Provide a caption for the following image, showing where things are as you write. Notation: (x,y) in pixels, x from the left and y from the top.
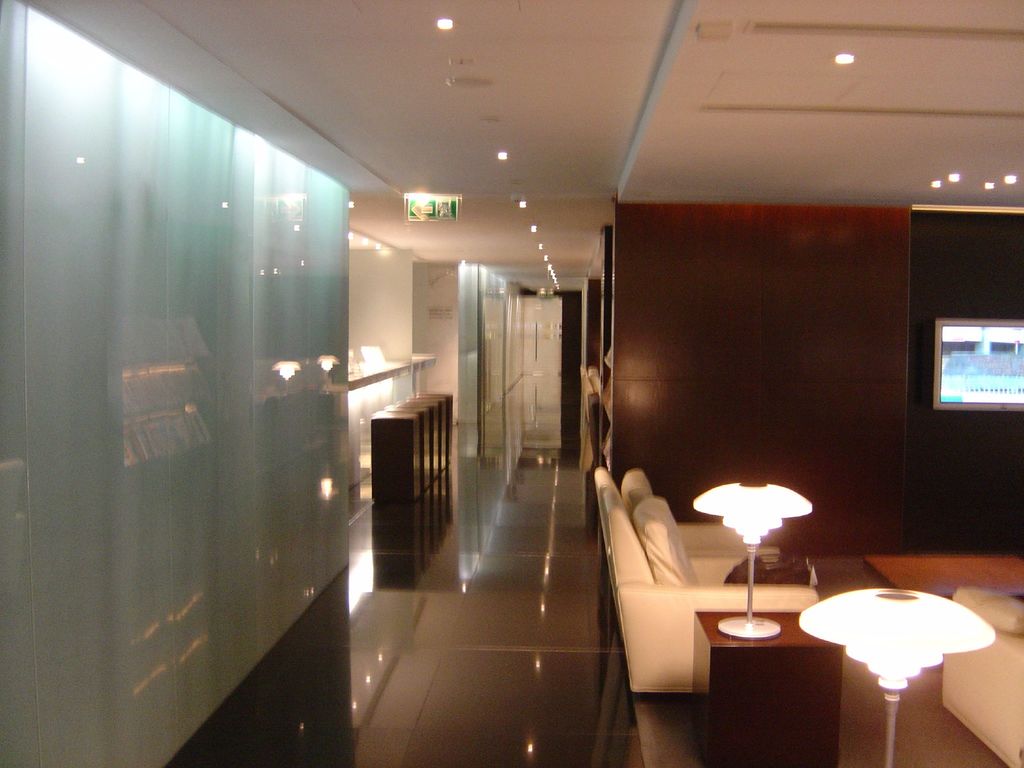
In this image we can see chairs (682,584), table (703,631) beside the chair (743,588) and a lamp (769,529) on the table (770,653), lights (442,28) attached to the roof (516,222) and wooden objects (400,460) and a TV (962,327) attached to the wall (968,463).
